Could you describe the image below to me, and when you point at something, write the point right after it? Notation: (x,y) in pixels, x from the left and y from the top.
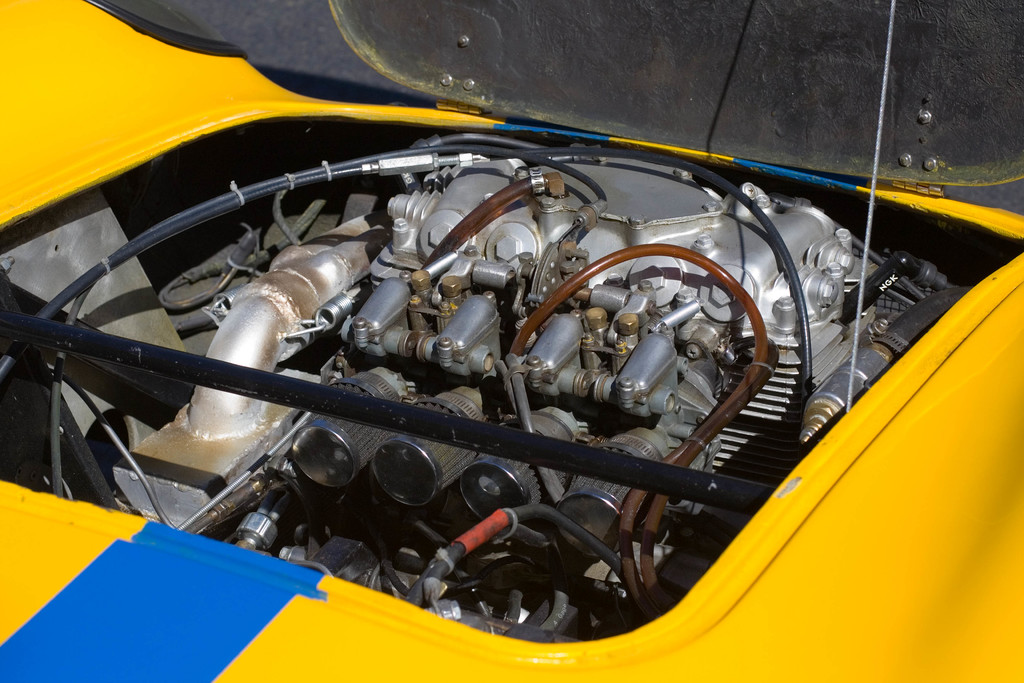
This is a picture of an engine (528,368) of a vehicle (520,396).
